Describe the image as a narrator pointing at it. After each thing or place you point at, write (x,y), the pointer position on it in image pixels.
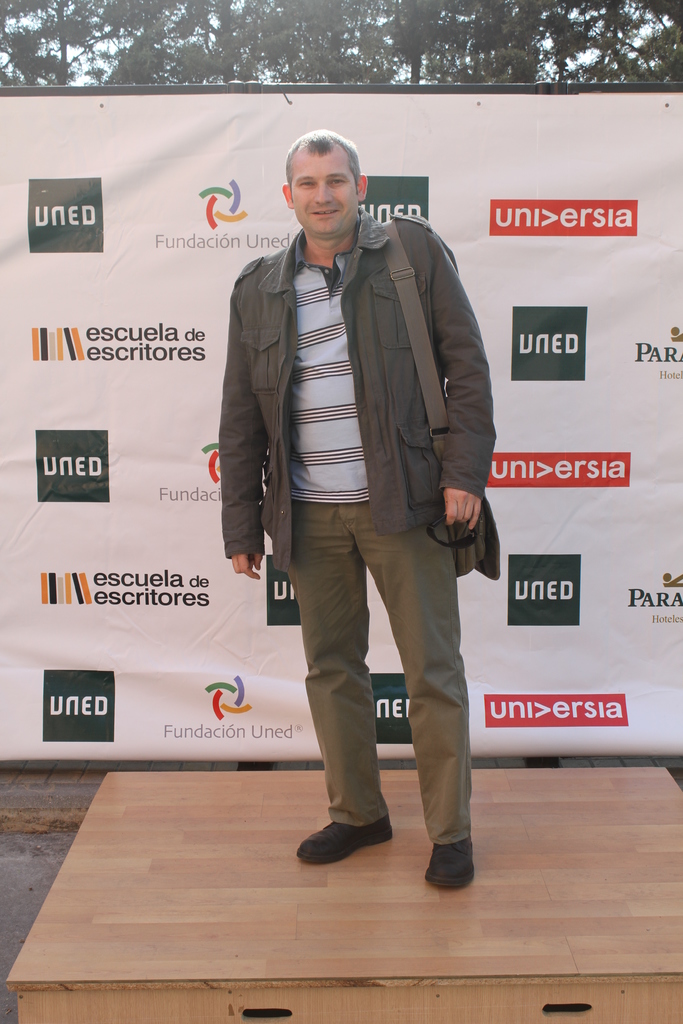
A man (438,604) is standing and smiling behind him there is a banner (139,221) and trees (117,33).
